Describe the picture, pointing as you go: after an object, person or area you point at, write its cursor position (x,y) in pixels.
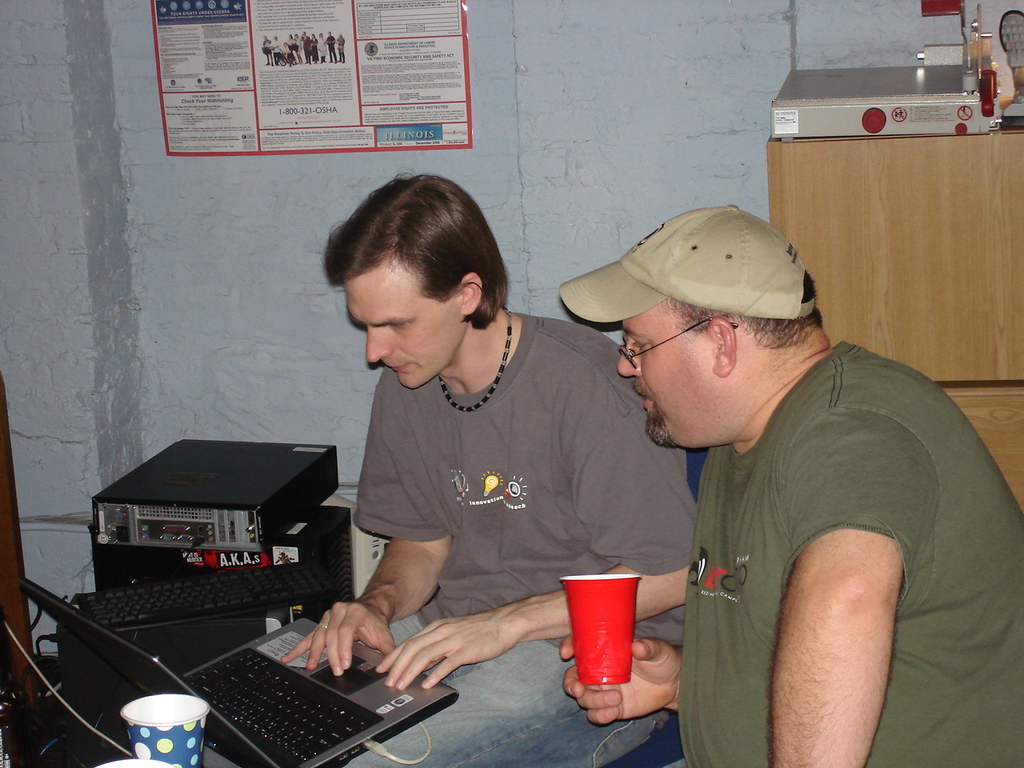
In this image there are two persons (662,636) sitting on chairs (679,758), one person (547,711) is holding a laptop (322,701) and another is holding a glass (580,667), in the background (117,554) there are electrical devices (312,479) and there is a wall (571,88) for that wall (477,52) there is a poster (310,75).
